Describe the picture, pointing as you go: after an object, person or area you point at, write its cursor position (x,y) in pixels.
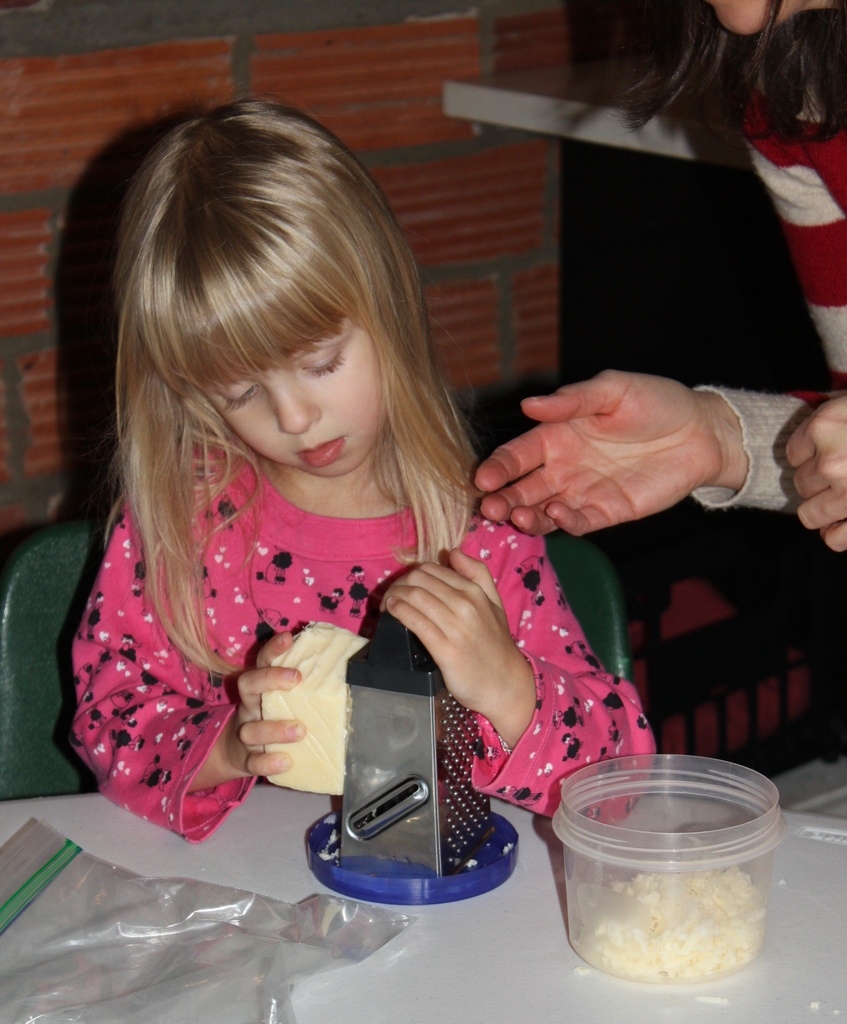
In this image I can see a baby (164,662) sitting on a chair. The baby (153,635) is wearing pink shirt (300,598) holding some object (442,697), at right (822,525) I can see the other person (827,413) standing wearing red and cream color shirt (818,275).
